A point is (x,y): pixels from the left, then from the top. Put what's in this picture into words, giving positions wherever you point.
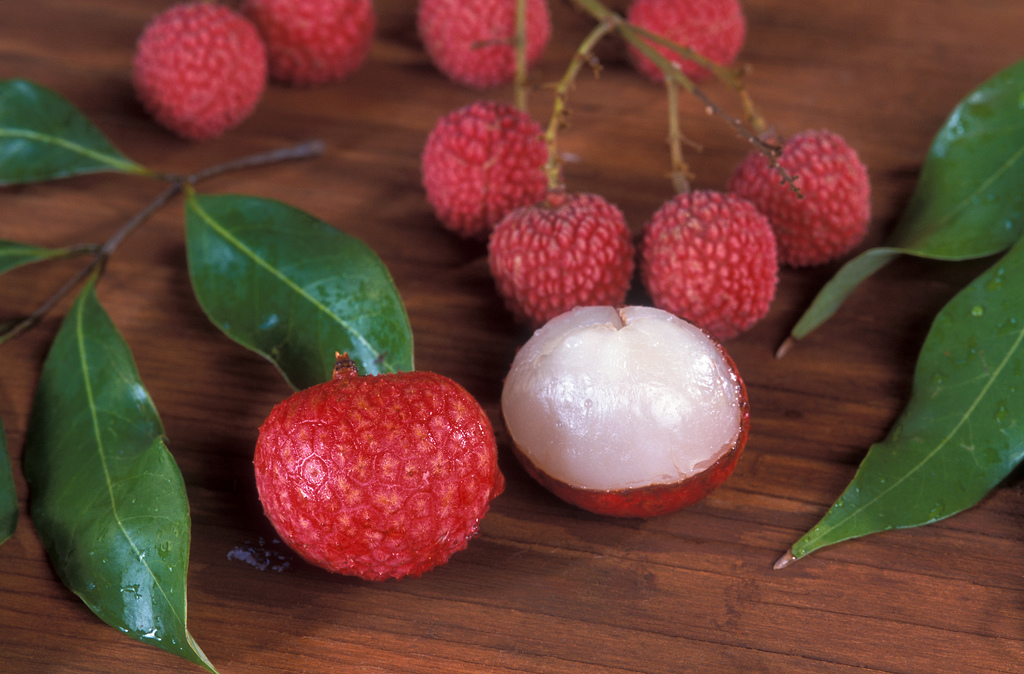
In this image we can see some litchis (448,435) on the table (502,544). We can also see some leaves (952,396) beside them.
